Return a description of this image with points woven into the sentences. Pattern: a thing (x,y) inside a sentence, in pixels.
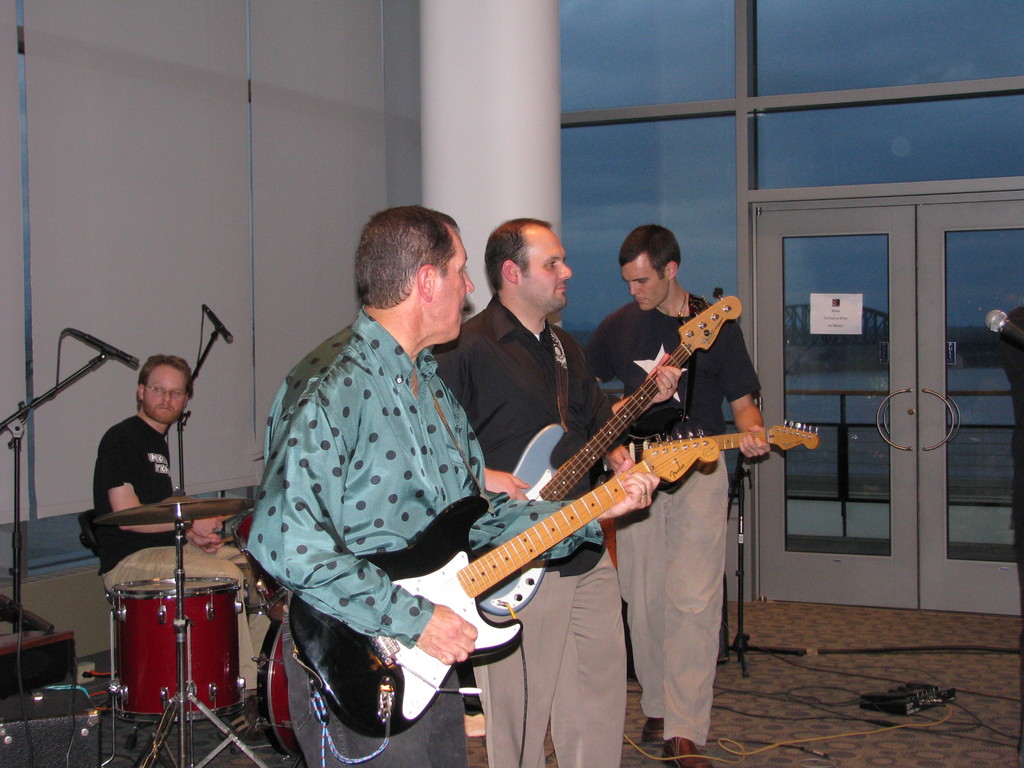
There are four members (266,503) in a room (216,388). The 3 members (444,414) are standing and they are playing musical instruments (600,494). We can see the background (812,573) there is a pillar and door (973,288).
